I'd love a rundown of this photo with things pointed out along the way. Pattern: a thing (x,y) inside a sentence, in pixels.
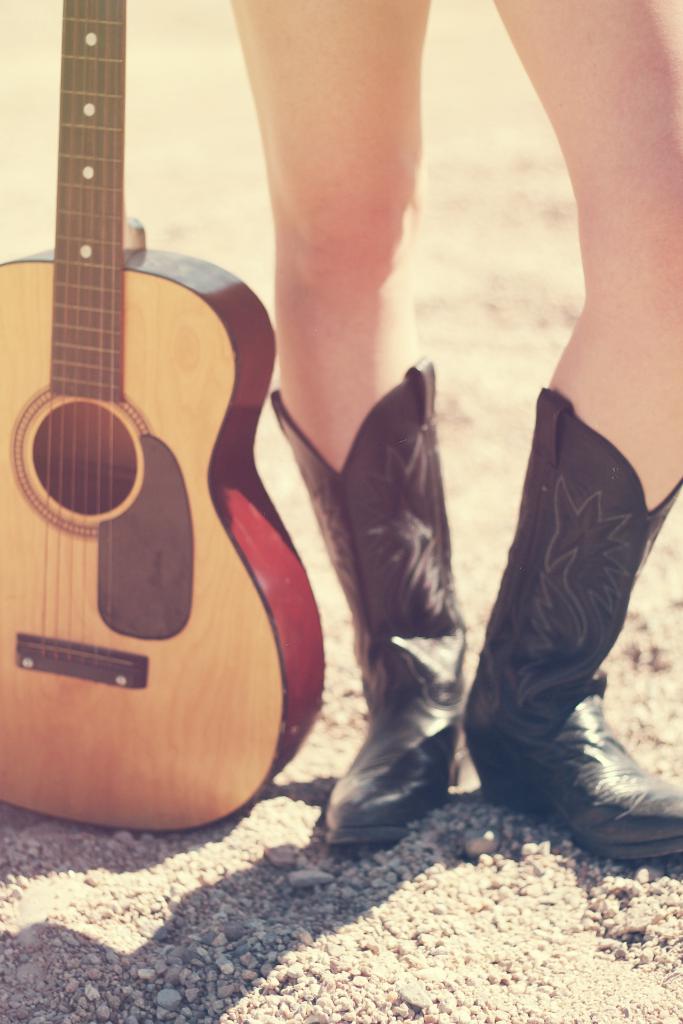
In the image we can see there is a person (386,608) who is standing and wearing a black boots (433,655). On beside the person (359,209) there is a guitar (70,260).
